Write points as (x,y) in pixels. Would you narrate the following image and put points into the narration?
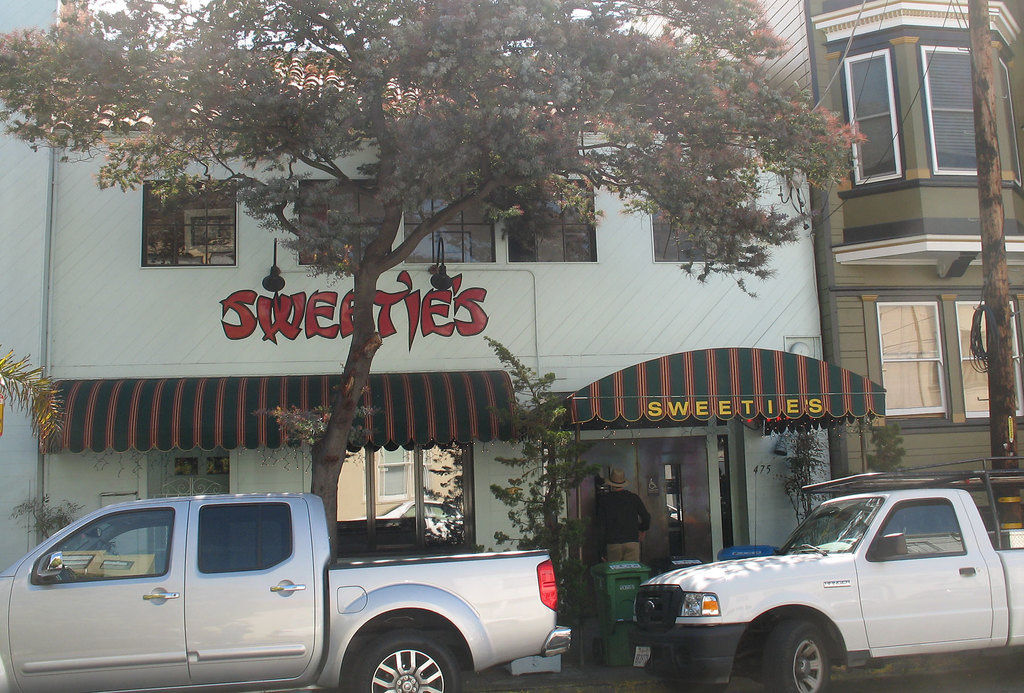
In this picture I can see some vehicles (667,599) in front of the buildings (664,374), one person (625,505) is standing near door (662,534) and also I can see some trees (523,436) around.
